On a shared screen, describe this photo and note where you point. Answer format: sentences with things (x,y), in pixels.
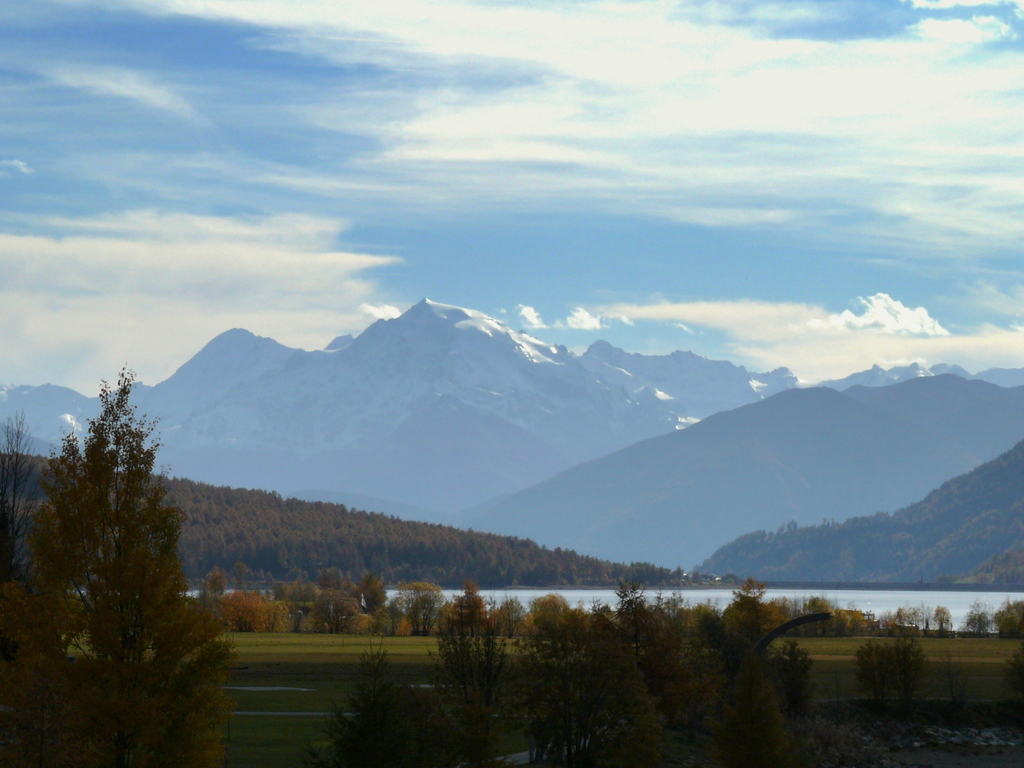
There are trees (619,634), it seems like water (707,597) and grassland (943,634) in the foreground area of the image (123,419), there are mountains (377,393) and the sky (681,269) in the background (460,288).
